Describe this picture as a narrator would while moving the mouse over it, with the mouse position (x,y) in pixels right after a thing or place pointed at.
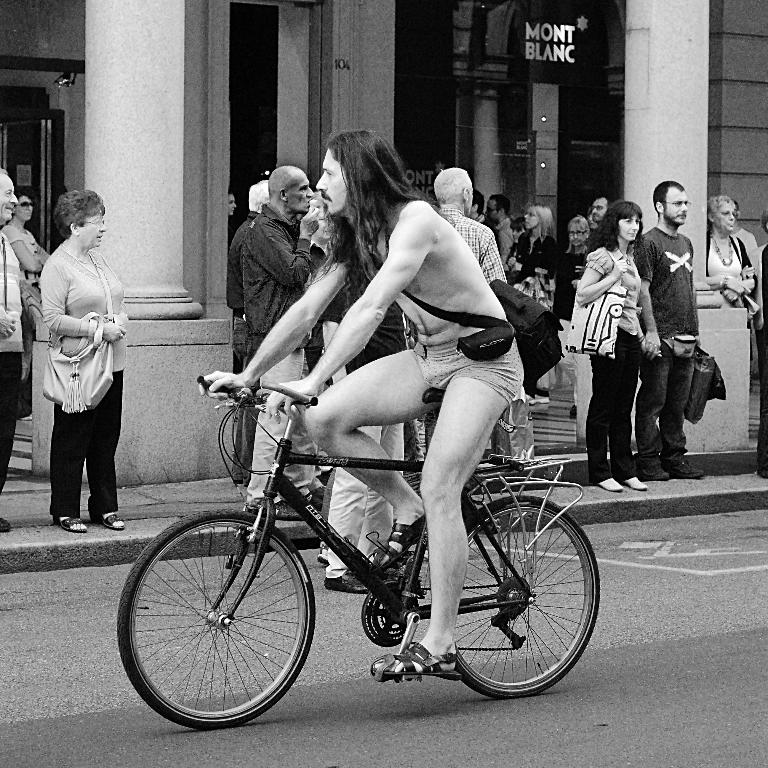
In this picture we can see a group of people (91,259) where one man (469,385) carrying bag (535,332) and riding bicycle (363,609) on road (470,692) and aside to this road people (323,242) are standing on foot path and in the background (326,139) we can see pillars (671,137), wall (338,92), doors (47,151).
